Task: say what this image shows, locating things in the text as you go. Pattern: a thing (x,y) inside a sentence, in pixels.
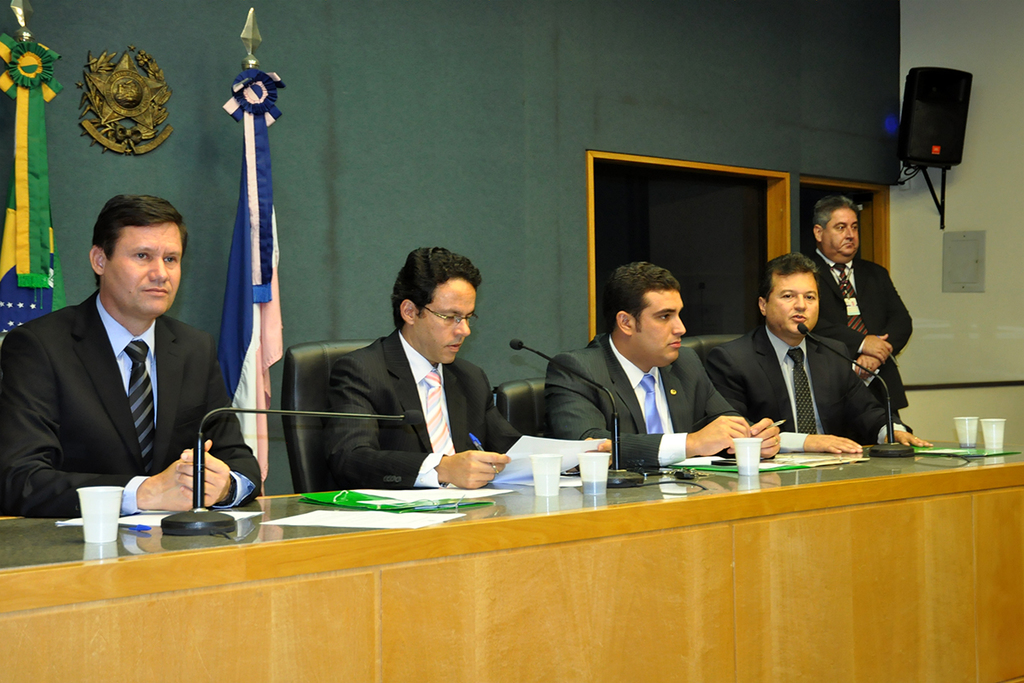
In this image we can see four men (450,326) sitting on chairs (315,408). In front of them there is a platform (662,496). On that there are glasses (91,505), papers (828,458), mics (611,403) and some other items (690,466). In the back (849,300) there is a person (850,302) standing. Also there are flags (248,232). And there is a wall (313,65) with an emblem (121,82). Also there is a speaker (923,127) on the wall (861,86).
